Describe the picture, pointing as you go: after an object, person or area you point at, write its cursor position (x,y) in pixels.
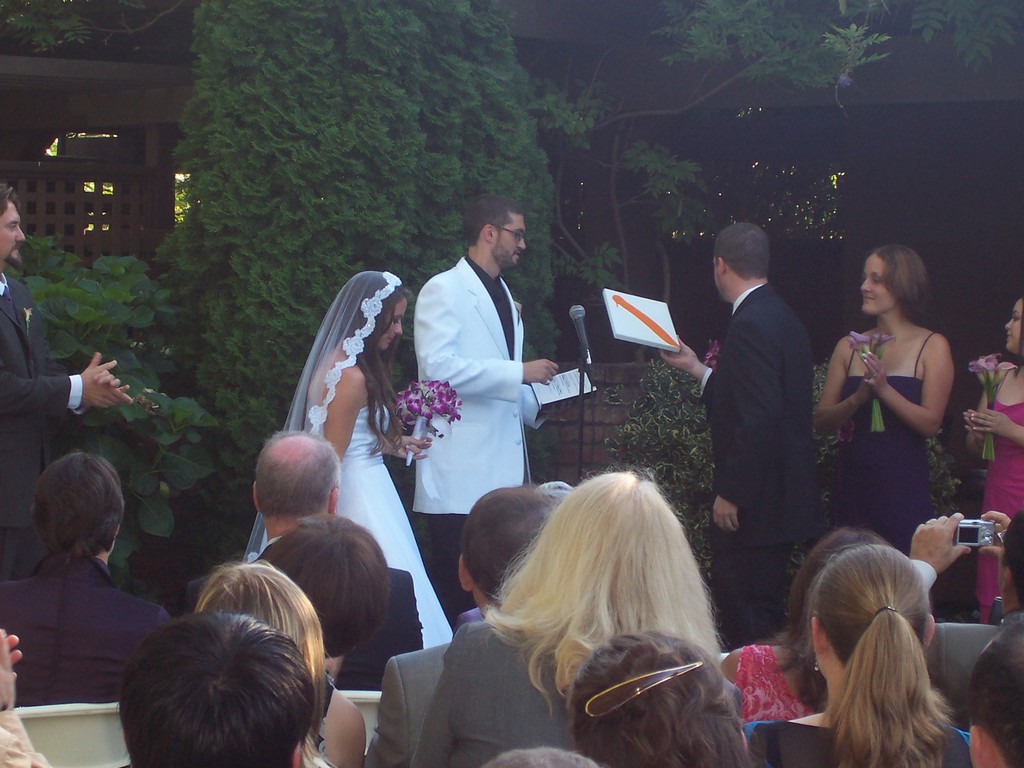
In this picture I can see there are few people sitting on the chairs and there are a few people (382,371) standing, among them the woman (371,410) at left (338,333) is wearing a white gown (380,534) and holding flowers (404,402), there are two women (873,432) at right side (929,425) and holding flowers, in the backdrop (360,172) there are plants (343,75).
